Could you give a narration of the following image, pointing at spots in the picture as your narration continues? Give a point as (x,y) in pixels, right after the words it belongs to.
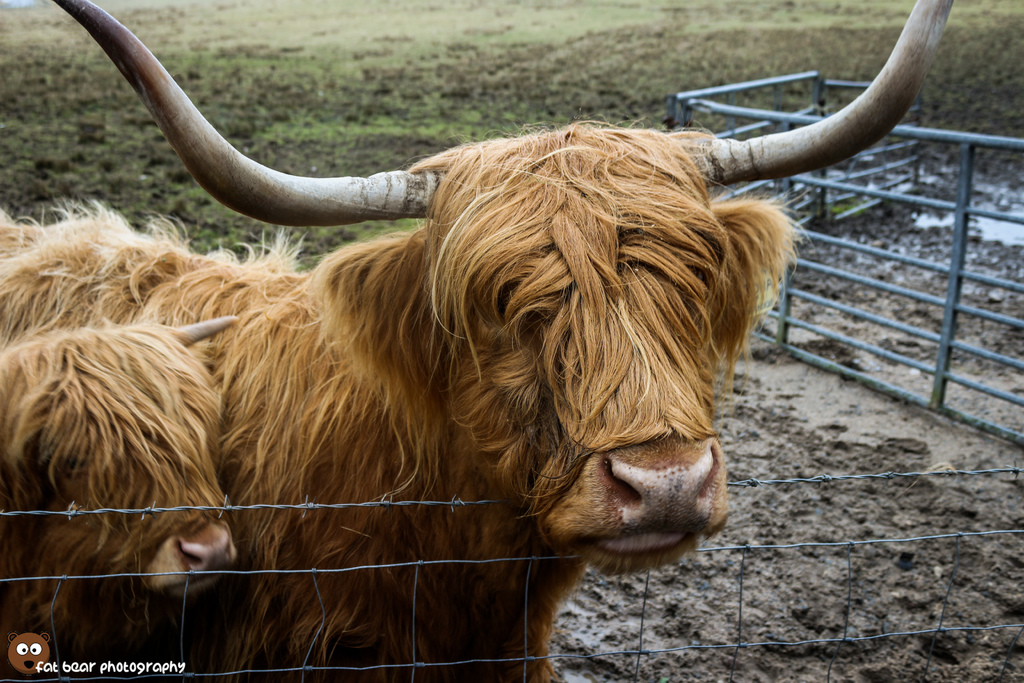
In the foreground of this picture (648,379), there are bulls (277,440) near a fencing (466,499). In the background (842,332), there is railing (974,143), mud (970,230) and the grass (339,9).
